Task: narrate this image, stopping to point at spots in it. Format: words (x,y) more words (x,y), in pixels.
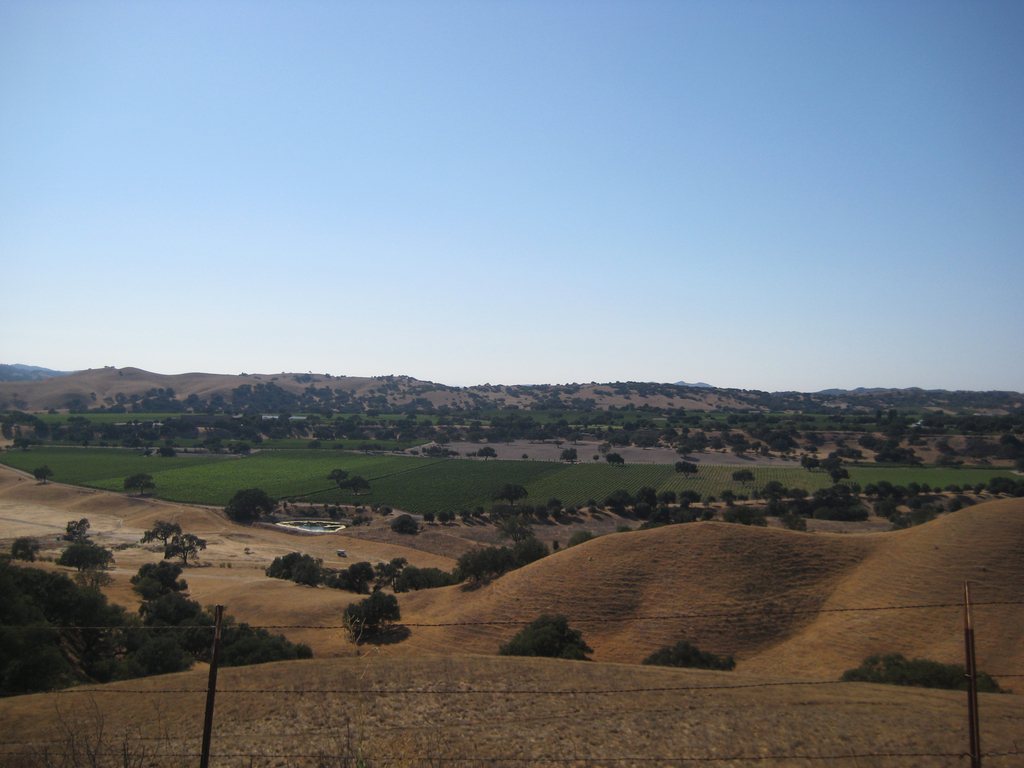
In the image there is a lot of land (272,558) with few trees (86,563) in between and behind that land (20,491) there is a lot of greenery (405,470).
